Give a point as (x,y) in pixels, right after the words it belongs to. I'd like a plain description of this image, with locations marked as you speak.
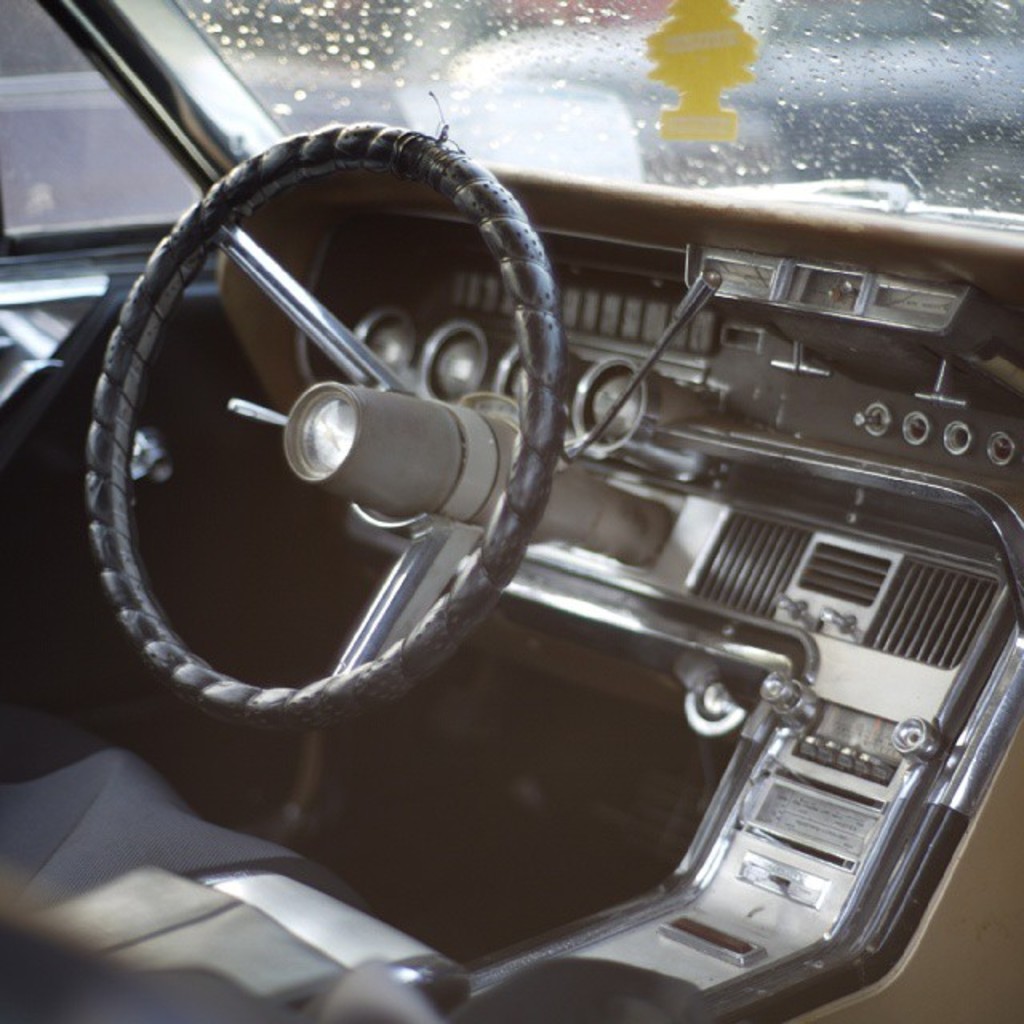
In this image I can see the inner part of the vehicle (138,249) and I can see a steering (422,524), and I can see blurred background (938,104).
